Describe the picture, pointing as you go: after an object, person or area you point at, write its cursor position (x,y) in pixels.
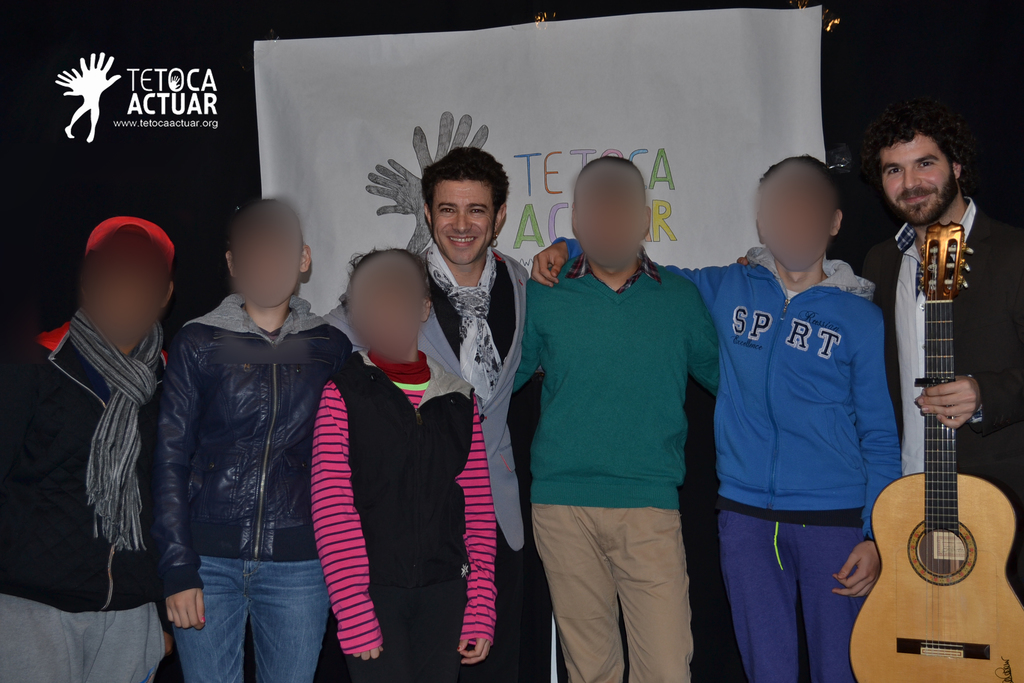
In this Picture we can see a group of boys (345,334) are standing to take photograph, In center (455,254) we can see boy (488,435) wearing grey coat (490,408) and black shirt (494,299) with white muffler (463,321) in his neck (458,280) and smiling towards the camera, Beside a boy (600,329) wearing green color t-shirt (620,381), another boy (759,389) wearing blue color jacket (745,428) on which s p o r t is written. On the extreme right corner (954,285) a boy (963,191) wearing a black jacket (995,293) and holding a beautiful brown guitar (977,559) in his hand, On the left (38,412) a boy (97,501) wearing black coat (59,544) and grey track (54,640) with muffler (106,369) in his neck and red cap (111,232) on head (120,274), Behind we can see poster (494,108) on which Tetoca Actuar is written.
